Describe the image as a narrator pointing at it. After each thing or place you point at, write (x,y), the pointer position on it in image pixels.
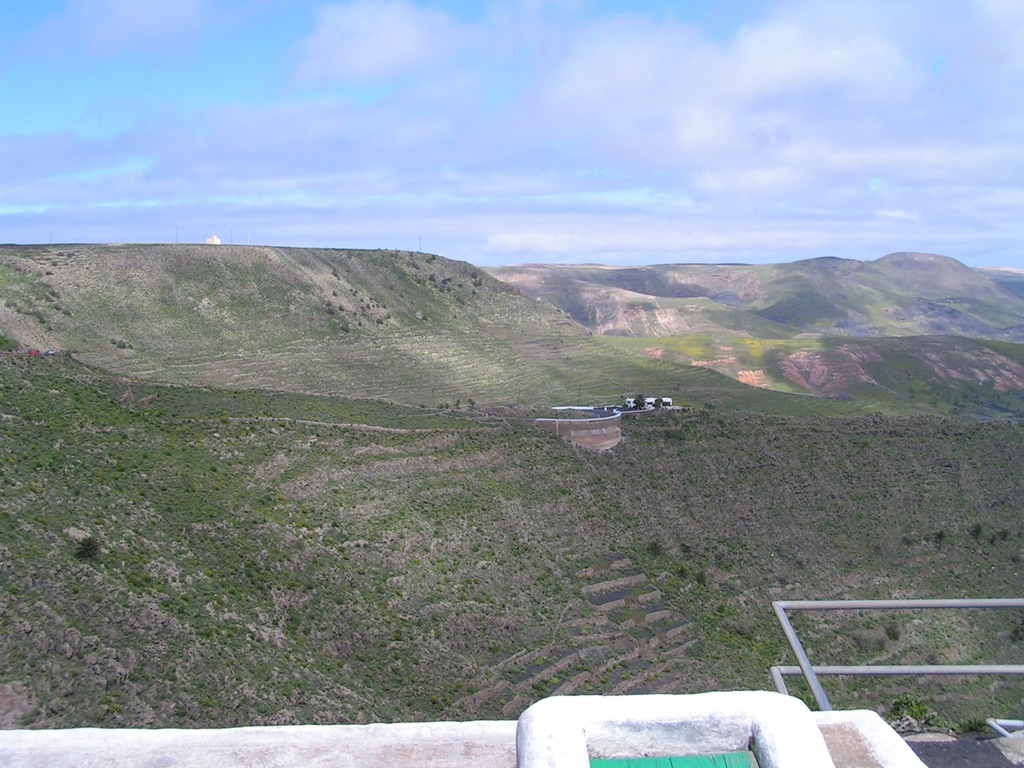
In this image we can see grass (692,441), mountains (548,367), iron railing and sky (661,154) on the top (535,133).
